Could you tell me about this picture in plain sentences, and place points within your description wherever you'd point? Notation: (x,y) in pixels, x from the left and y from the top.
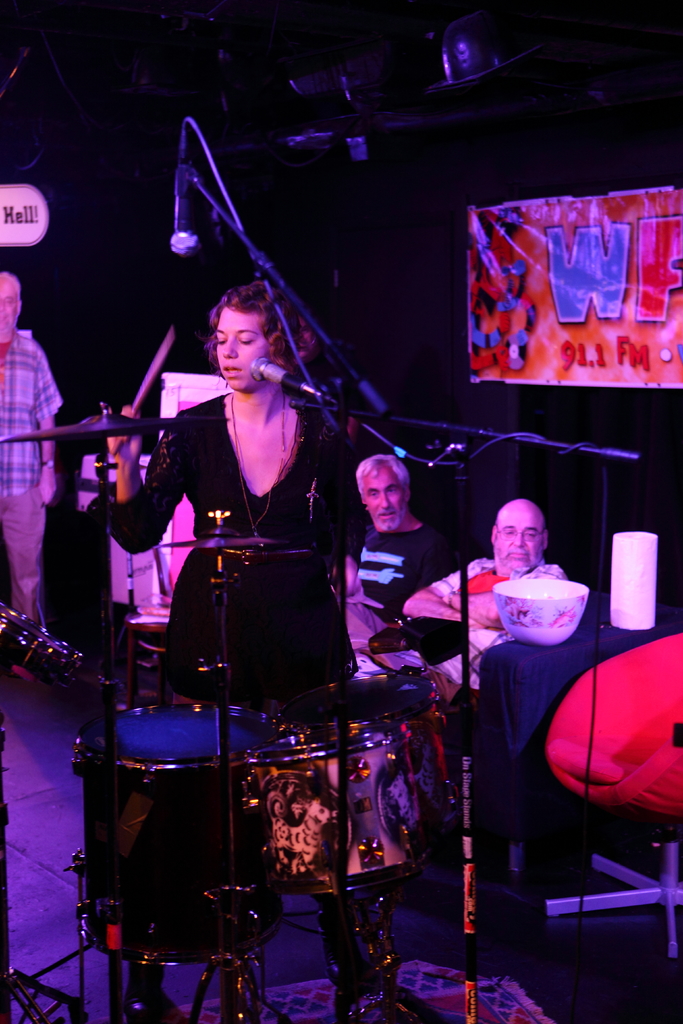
In this image I see a woman (274,400) who is standing and I see that she is holding a stick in her hand (127,413) and I see the mics (262,374) and I see the drums (377,779) over here. In the background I see 2 men (379,487) who are sitting and I see few things (503,611) over here and I see something is written on this banner (510,257) and I see that it is a bit dark in the background (82,176).
